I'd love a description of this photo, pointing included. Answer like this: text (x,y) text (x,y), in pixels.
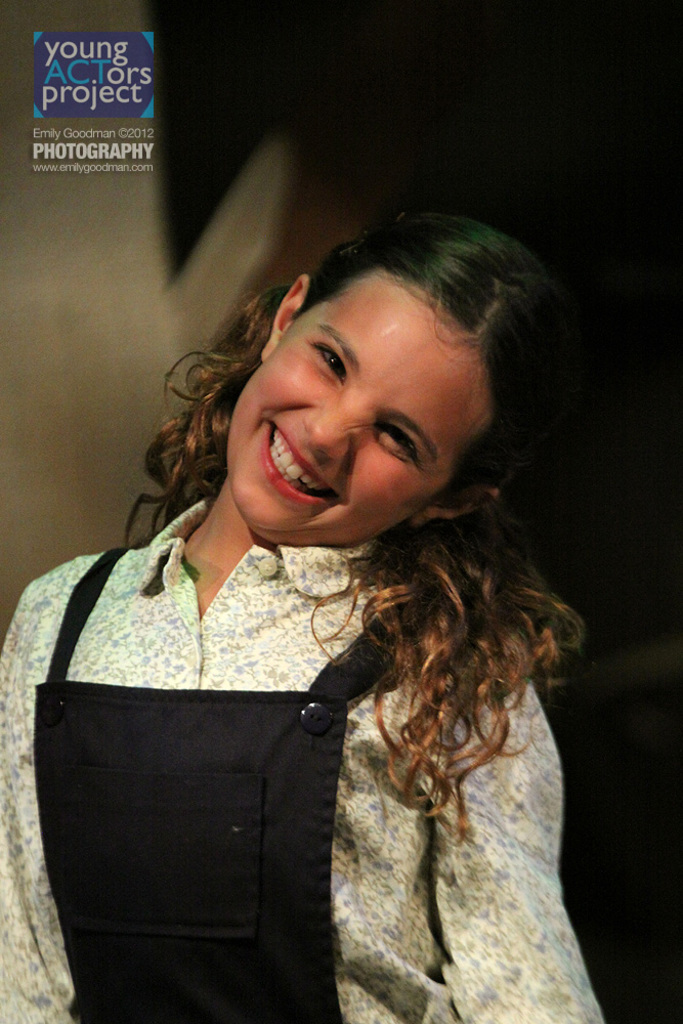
In this image we can see person (29,976) in the foreground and in the background (300,72) we can see the blur.
